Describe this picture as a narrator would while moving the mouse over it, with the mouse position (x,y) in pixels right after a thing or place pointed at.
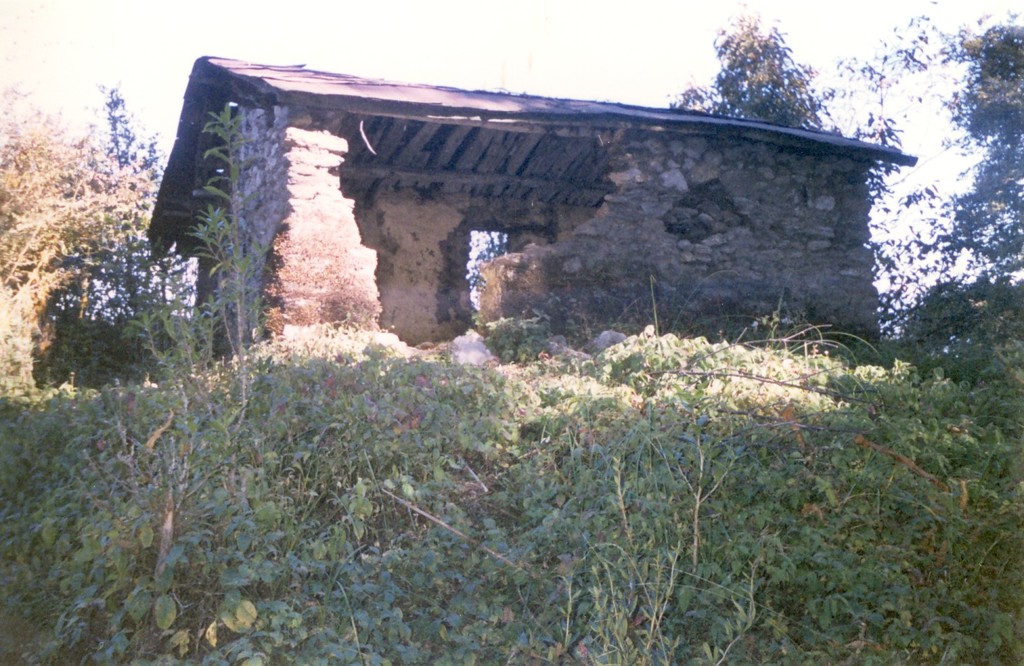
In this image we can see a ruin hut (476,156), on the surface (315,340) there is grass (375,470), beside the hut (246,219) there are trees (791,87).
